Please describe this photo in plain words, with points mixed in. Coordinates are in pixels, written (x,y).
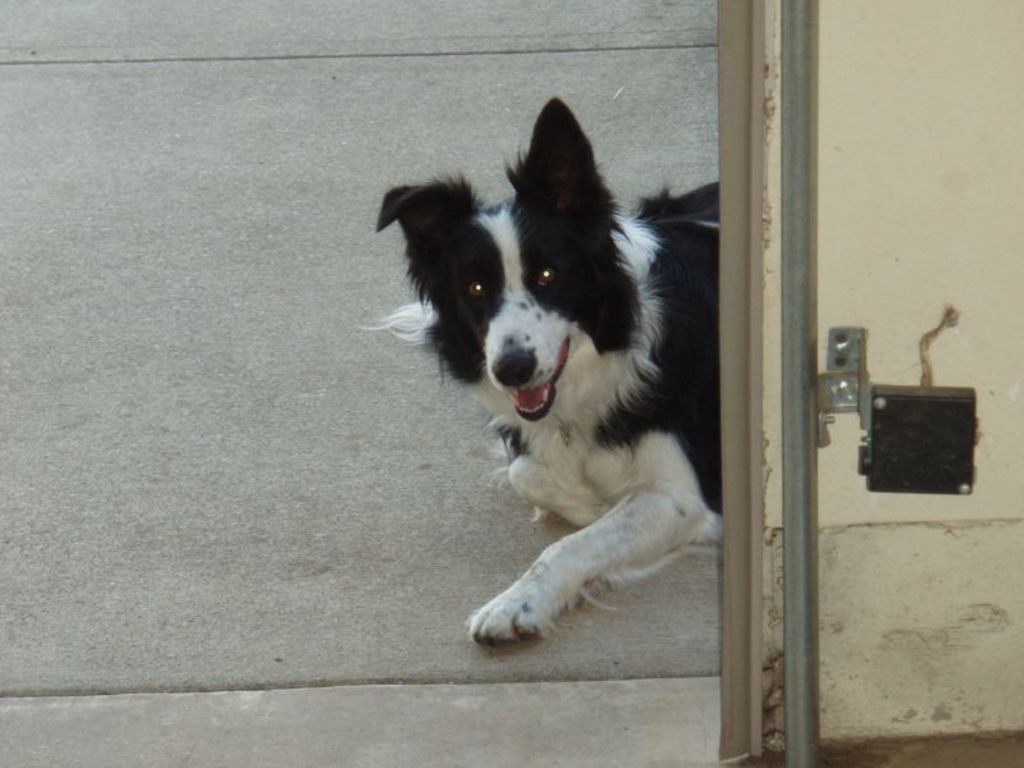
We can see dog (518,426) on the surface (348,478). We can see rod (811,467) and device (947,463) on a wall (844,468).
